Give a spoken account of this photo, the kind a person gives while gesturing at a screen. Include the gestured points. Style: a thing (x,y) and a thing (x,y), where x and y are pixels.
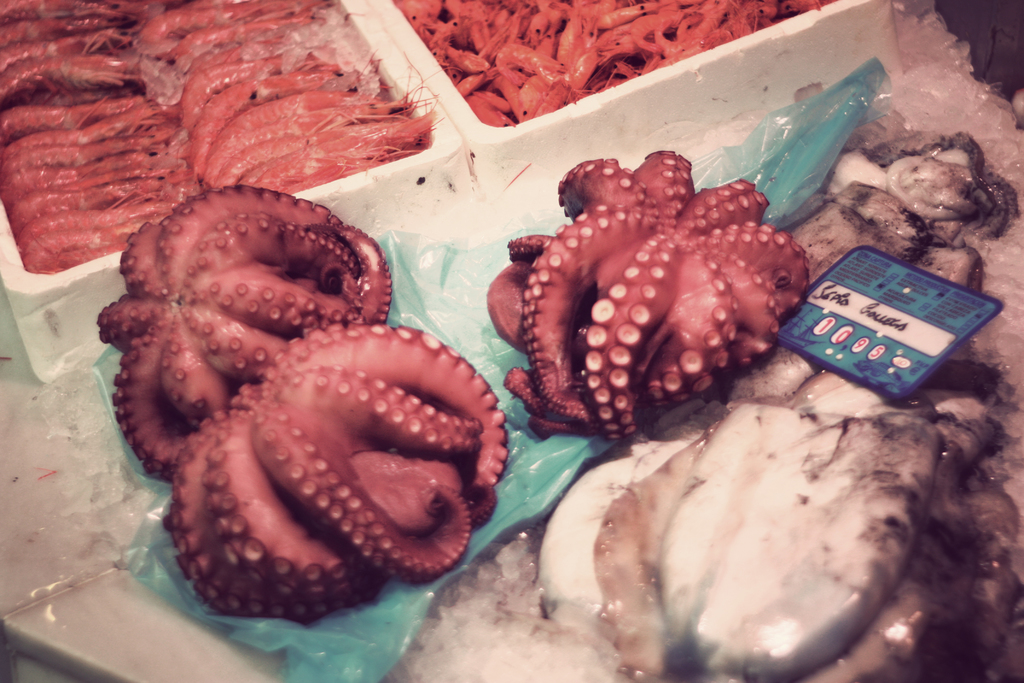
In the middle of the picture (678,258), we see octopuses (564,269) are placed on the green cover (510,510). Beside that, we see the seafood (758,491). We see prawns (95,175) or some kind of dishes (92,132) are placed in the white boxes (418,211).
